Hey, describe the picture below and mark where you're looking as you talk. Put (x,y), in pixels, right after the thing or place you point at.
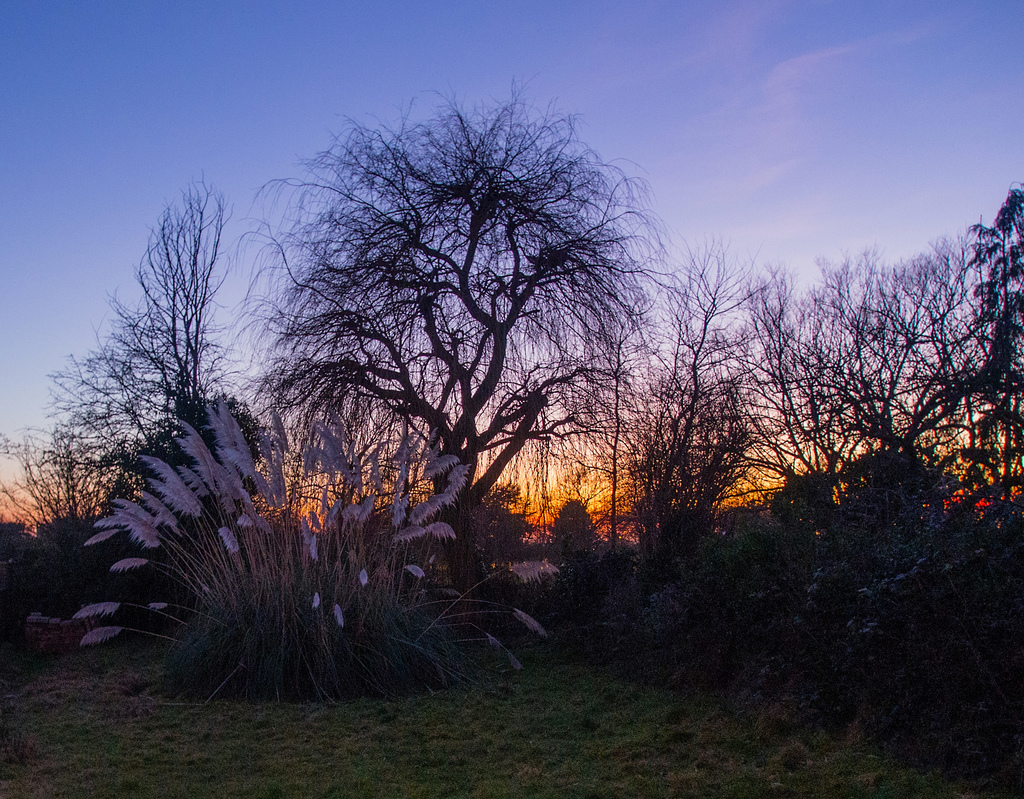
In the image we can see there are plants (327,619) on the ground (111,682) and the ground (126,730) is covered with grass (576,710). Behind there are trees (977,379).
